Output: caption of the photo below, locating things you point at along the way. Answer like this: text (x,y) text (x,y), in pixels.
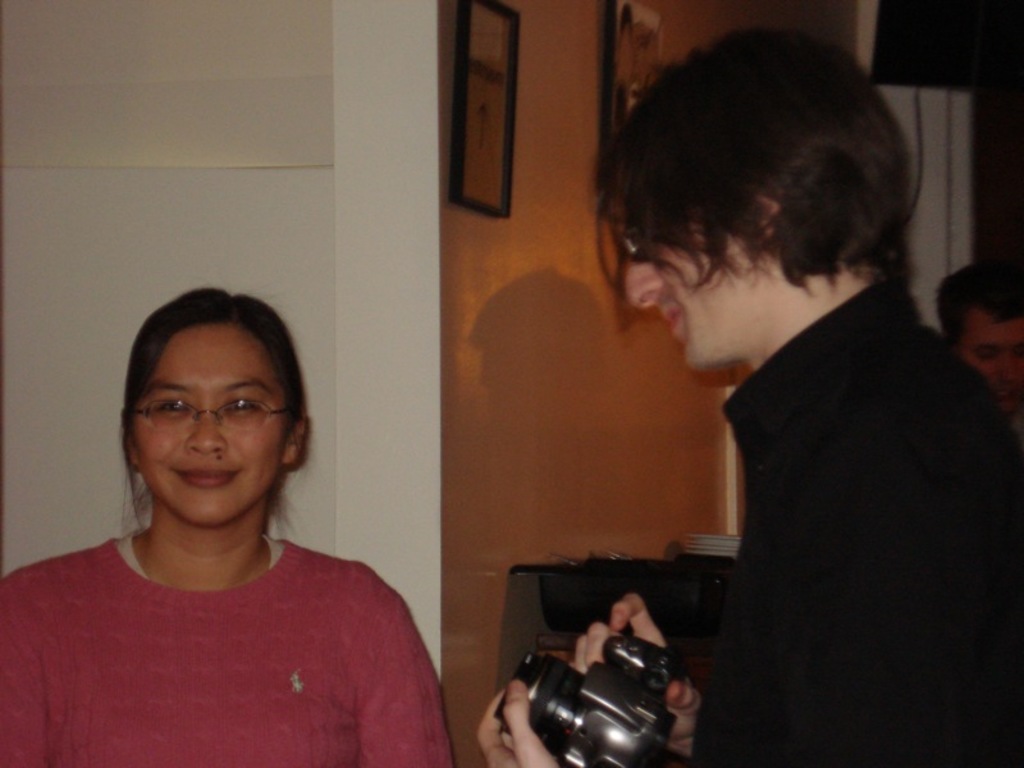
In this image, In the left side (99,664) there is a woman (223,607) standing and she is smiling, In the right side (766,712) there is a man (846,580) standing in black color shirt (885,461) and he is holding a camera (597,710), In the background (211,226) there is a white color and orange color wall (355,256) and a frame (490,171) in black color.
